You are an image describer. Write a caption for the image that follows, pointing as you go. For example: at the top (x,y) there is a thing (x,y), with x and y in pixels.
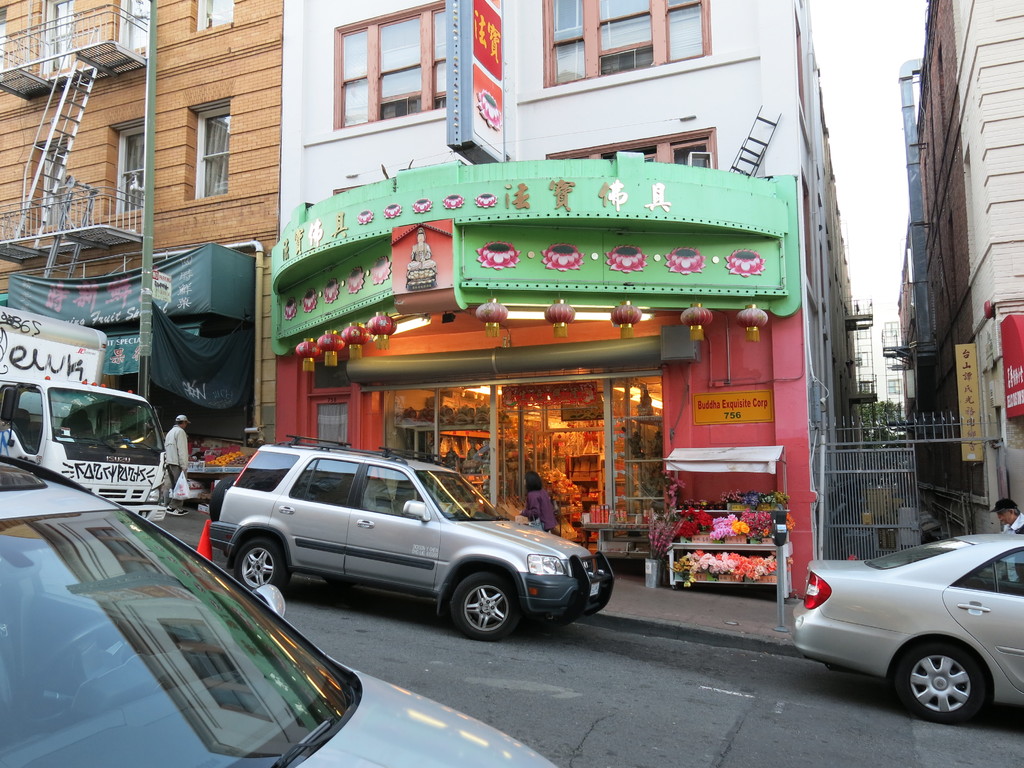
In this image, we can see vehicles (380,452), buildings (490,469), name boards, sign boards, grills (859,482), flower pots (749,538) in the stand (732,583) and we can see some people (168,465). At the bottom (719,714), there is road (602,685).
